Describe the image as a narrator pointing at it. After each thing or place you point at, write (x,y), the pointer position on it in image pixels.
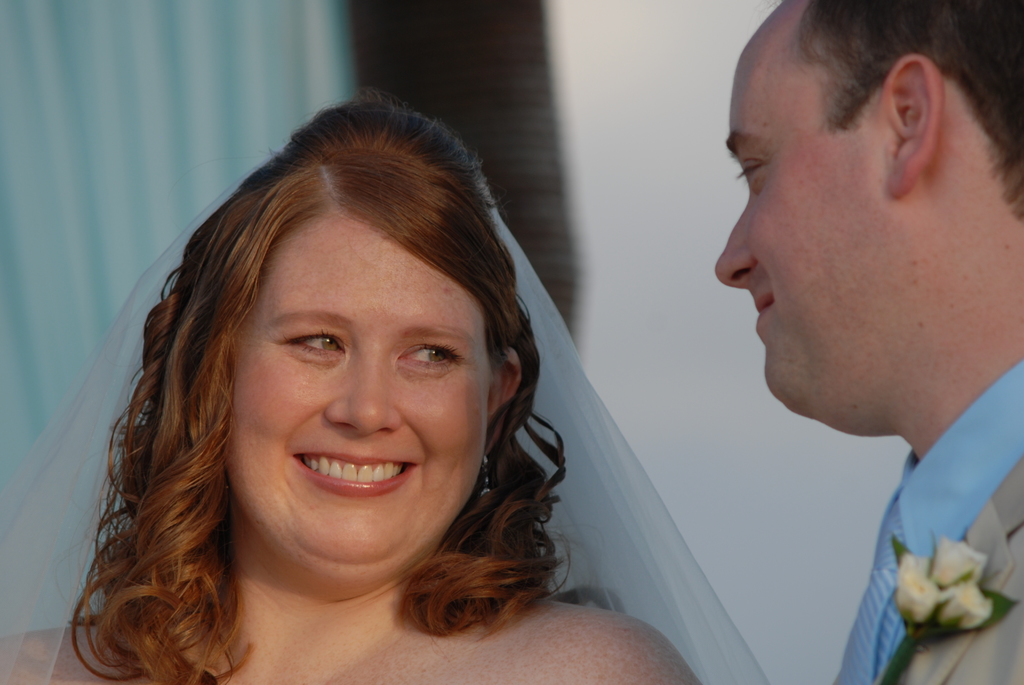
In this image we can able to see a couple (536,566), the man (943,651) is wearing blue color shirt (909,482) and a gray color suit (987,643), and there is a flower (973,601) on it.
